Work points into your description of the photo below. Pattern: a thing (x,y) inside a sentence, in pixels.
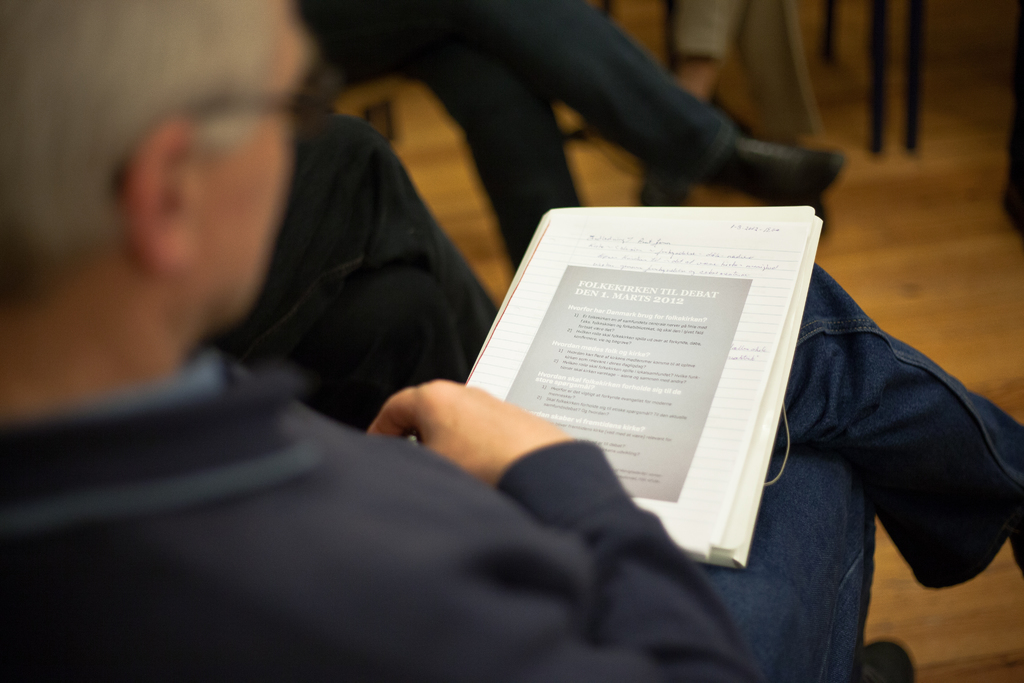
In the image we can see there is a person (489,507) sitting on the chair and there is a book (687,304) on his lap (788,523) and beside there are other people (626,94) sitting on the chair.
